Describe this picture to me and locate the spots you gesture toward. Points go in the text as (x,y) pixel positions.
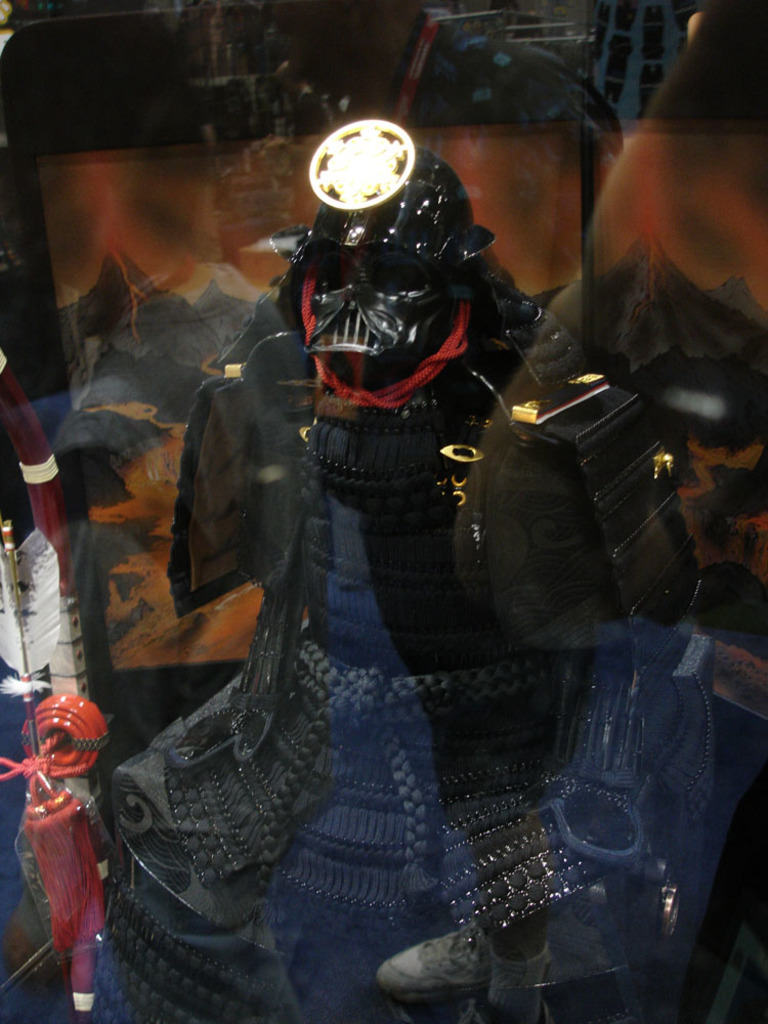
In this image we can see a black color armour suit (441,517) is kept under a glass (621,590).
